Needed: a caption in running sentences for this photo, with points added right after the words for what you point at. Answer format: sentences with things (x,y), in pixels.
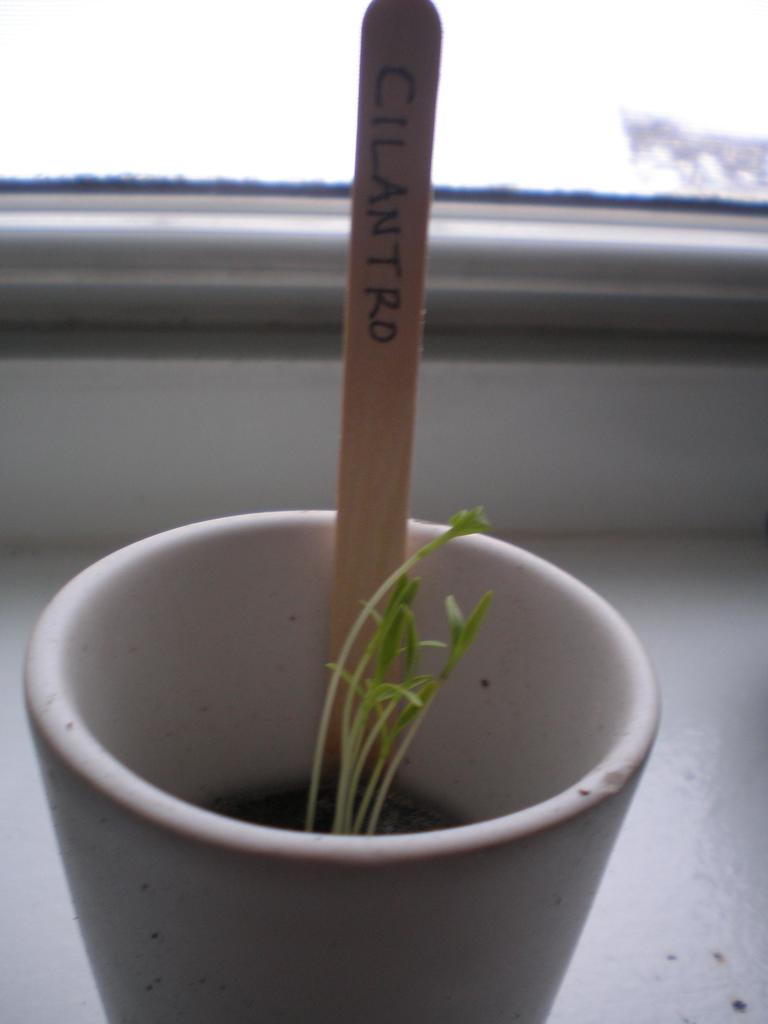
In this picture I can see at the bottom (283,696) there are plants (409,720) in a cup (314,727) and there is a stick (352,714).
